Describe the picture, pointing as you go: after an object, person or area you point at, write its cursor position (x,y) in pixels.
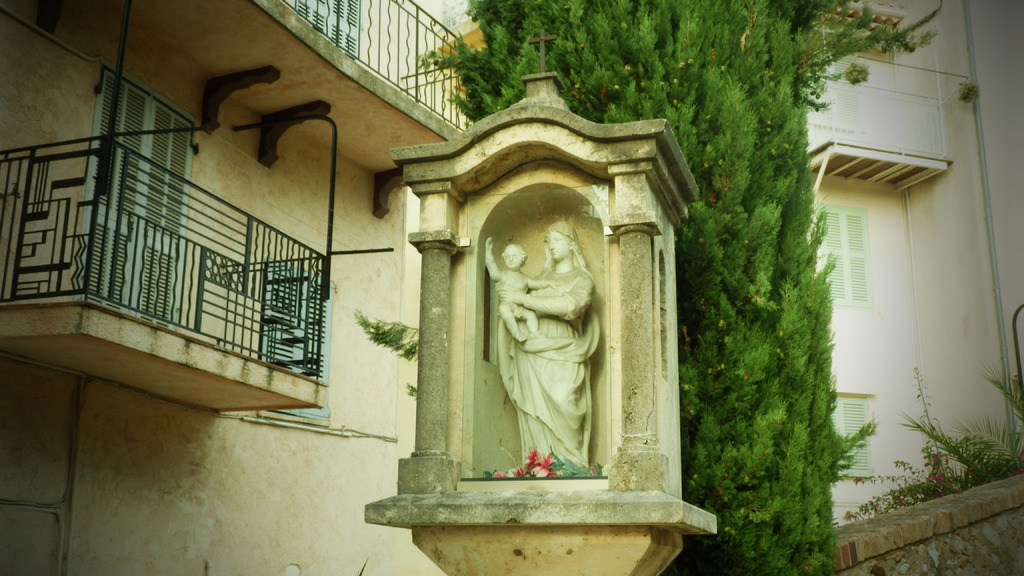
This image consists of a sculpture (565,366). At the bottom of the sculpture (576,411), there are flowers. On the left (266,86), there is a building (241,196) along with the balcony (221,206). In the background (707,339), there is a tree (780,35). On the right (897,170), there is another building (938,293). At the bottom (958,551), there are plants (1003,475) and a wall (994,549).
